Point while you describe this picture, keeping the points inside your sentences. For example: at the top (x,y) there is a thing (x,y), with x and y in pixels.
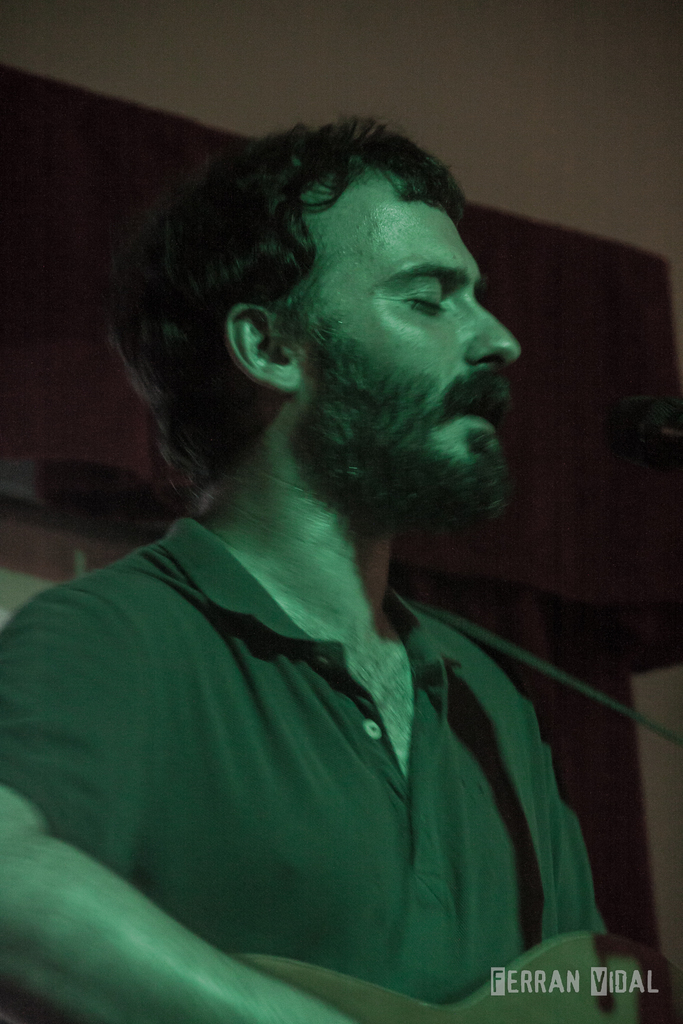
In the image there is a man (245,657), he is playing an instrument (345,981) and singing the song and there is a green color light (310,544) focusing on the man (392,617).
